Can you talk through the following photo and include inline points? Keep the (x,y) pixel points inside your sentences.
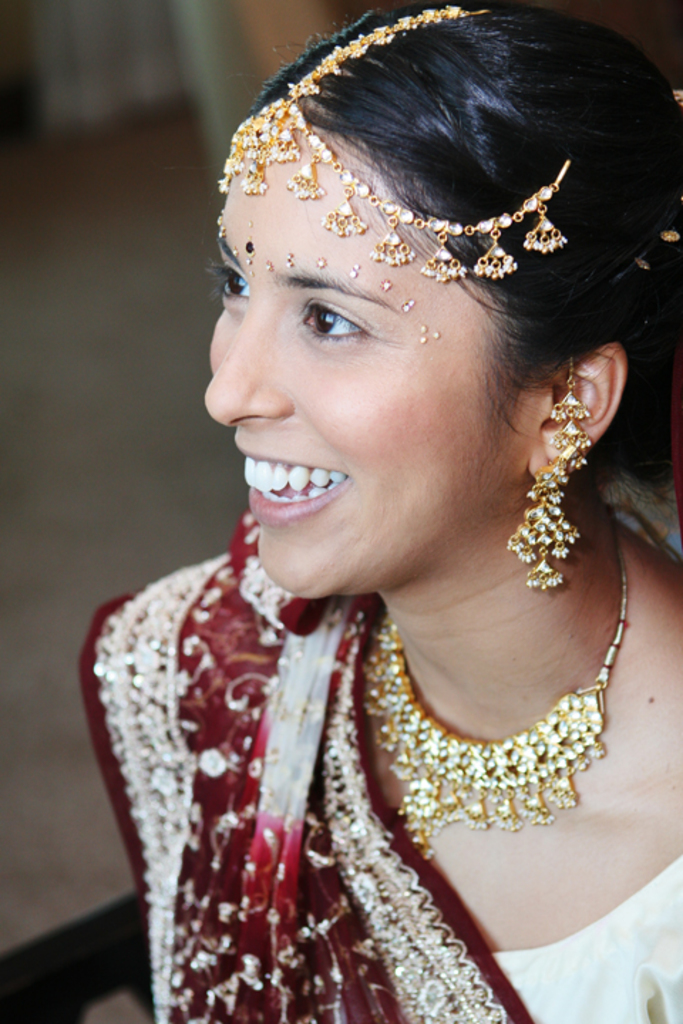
In this image we can see a lady (309,555) wearing ornament (236,151). In the background (116,304) it is blur.
